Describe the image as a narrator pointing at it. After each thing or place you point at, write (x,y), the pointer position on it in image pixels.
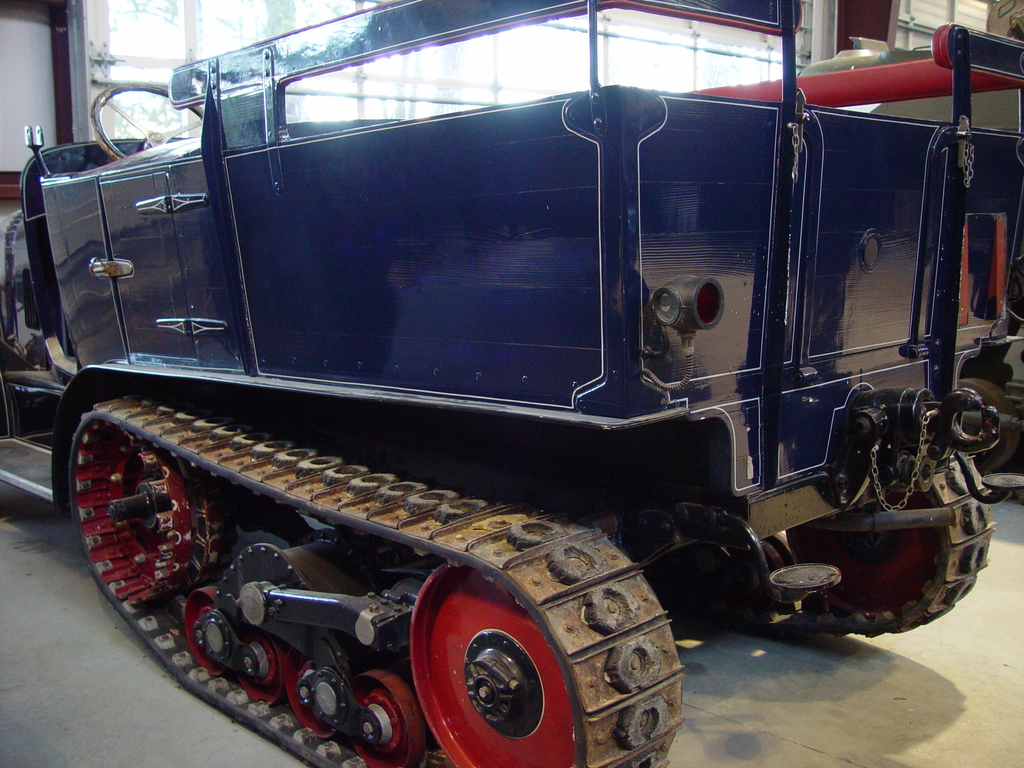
In this picture we can see an artillery tractor (562,307) in the front (510,268), on the left side (143,133) there is steering (120,149), in the background (179,112) we can see glass (276,28).
